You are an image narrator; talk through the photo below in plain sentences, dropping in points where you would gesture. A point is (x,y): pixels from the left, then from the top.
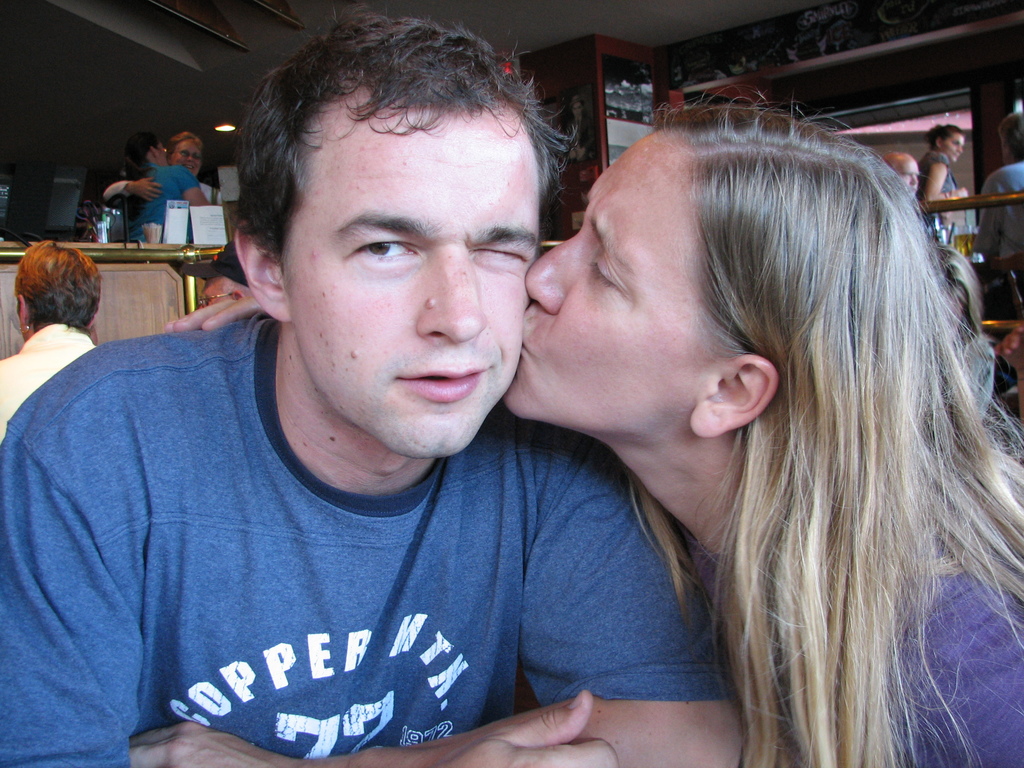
In this image I can see two people (589,557) with blue and purple color dresses (463,590). In the back (55,288) I can see few more people (54,255) with different color dresses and to the left (112,278) I can see the glass (161,241) and the board (177,232). In the back (594,110) there is a light (222,126) and the stickers (612,102) attached to the wall (584,62). To the right (935,211) there is a rod (1021,197).
